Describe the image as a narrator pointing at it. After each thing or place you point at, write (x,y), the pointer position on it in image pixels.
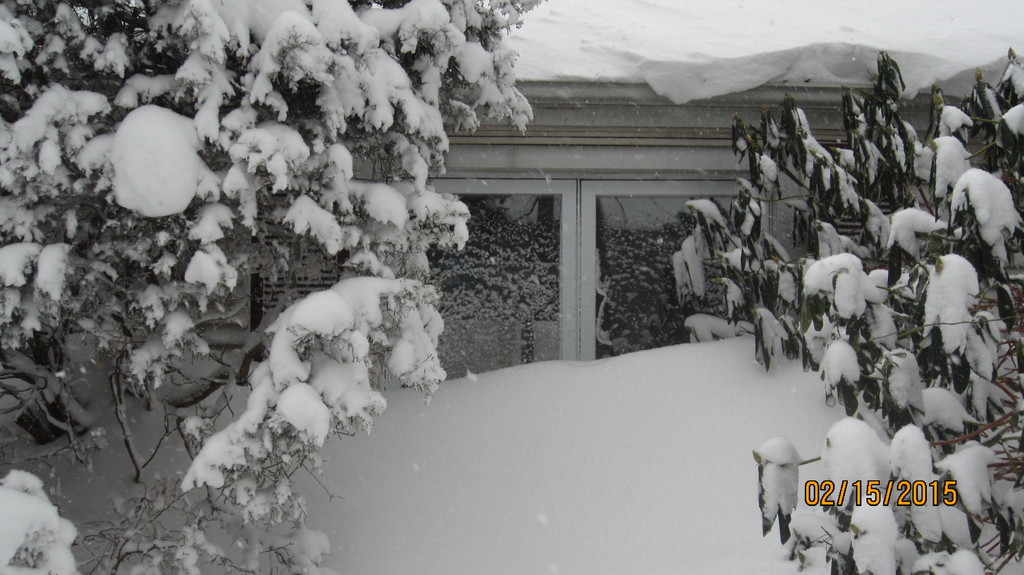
In this image I see the white snow (440,363) and I see the trees (123,2) and I see a house (630,230) over here and I see the watermark (840,499) over here.
